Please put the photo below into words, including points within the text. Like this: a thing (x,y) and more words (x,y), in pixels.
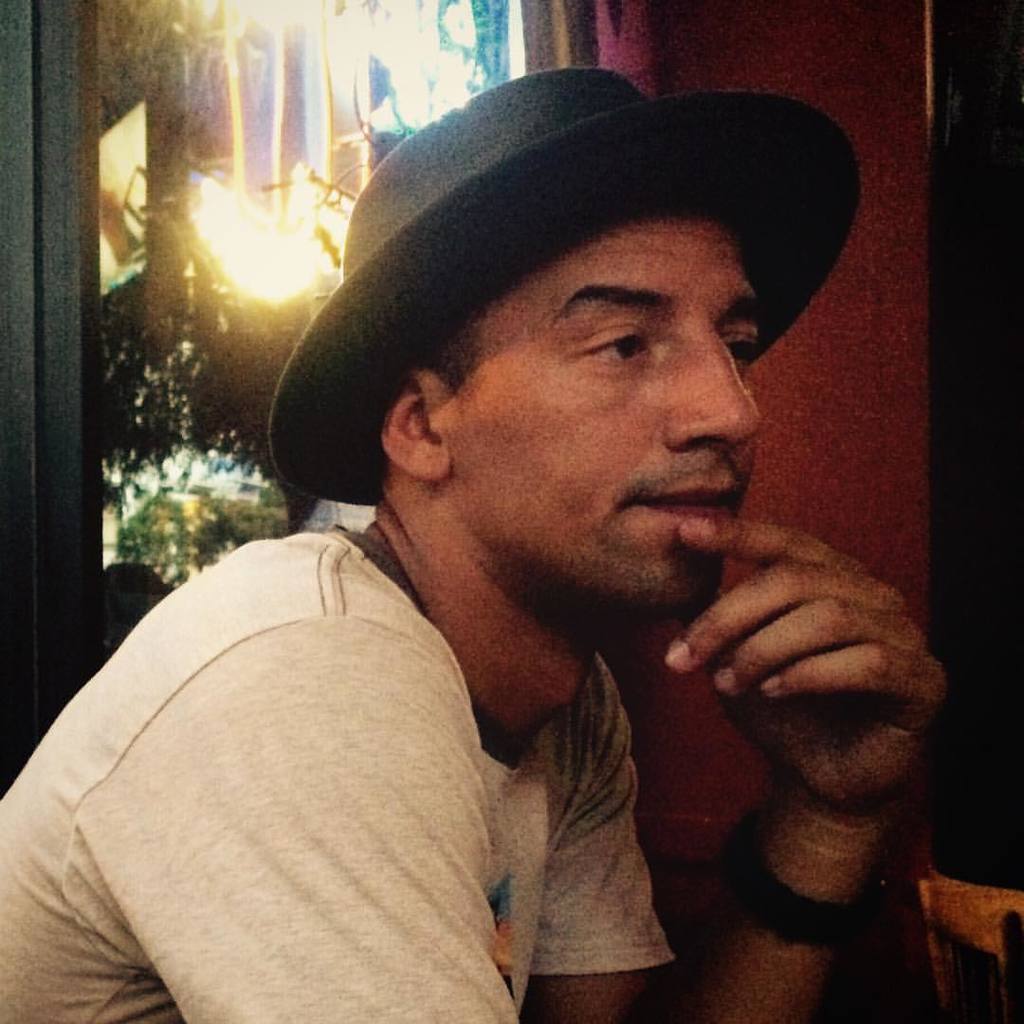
In this image I can see a man (473,712) is wearing a hat (471,225) and white color t-shirt (274,807). In the background (226,291) lights (245,256) and other objects (239,519).
